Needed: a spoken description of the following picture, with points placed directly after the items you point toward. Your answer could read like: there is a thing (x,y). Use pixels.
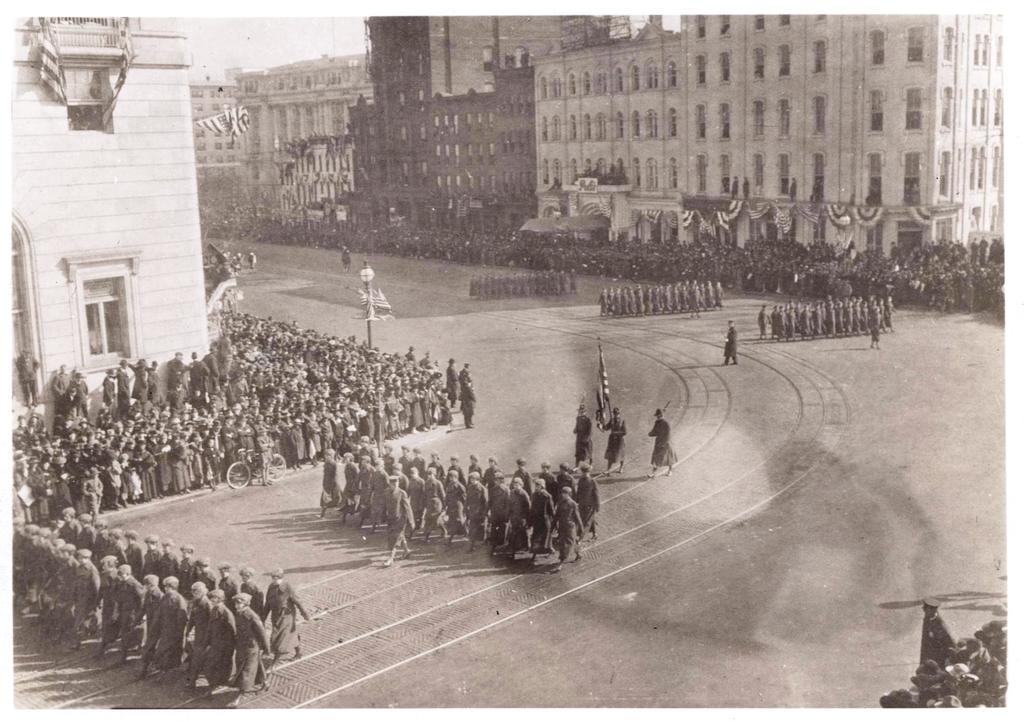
It looks like an old black and white picture. We can see a group of people (797,330) are walking on the road (555,381) and some people (519,256) are standing on the path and on the path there is a pole (370,340) with a light (362,274). Behind the people (668,254) there are buildings (257,131) and a sky (253,45).
